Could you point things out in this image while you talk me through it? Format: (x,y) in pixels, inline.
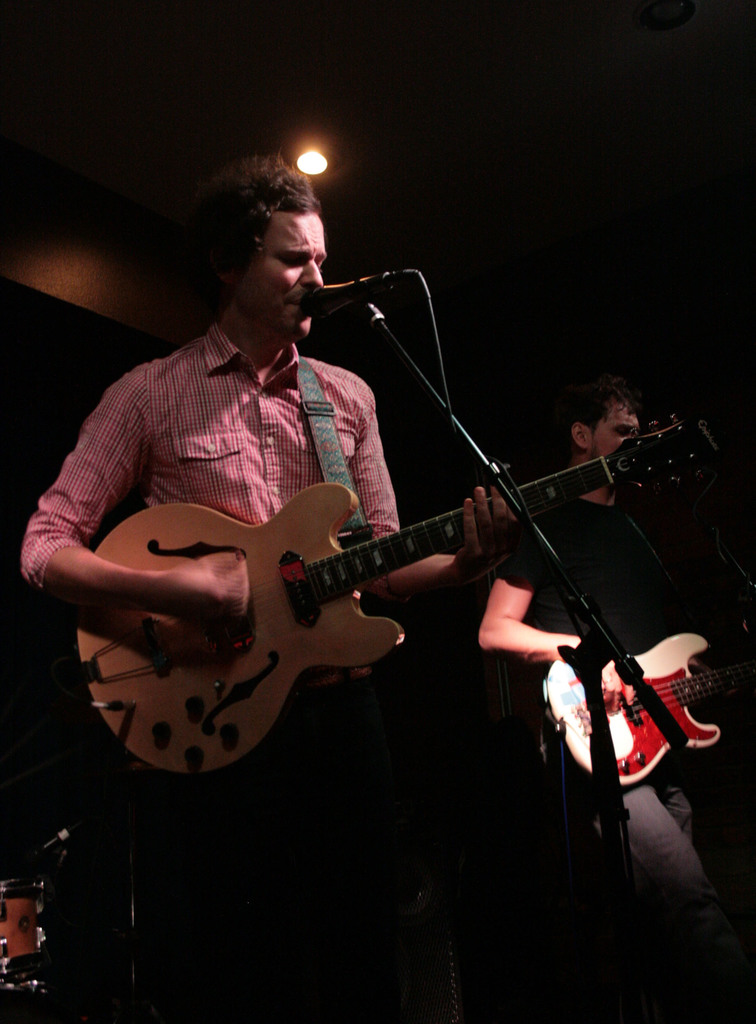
The person (235,459) wearing pink shirt (237,480) is playing guitar (431,553) and singing in front of a mic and the person (613,528) beside him is playing guitar (651,664).
